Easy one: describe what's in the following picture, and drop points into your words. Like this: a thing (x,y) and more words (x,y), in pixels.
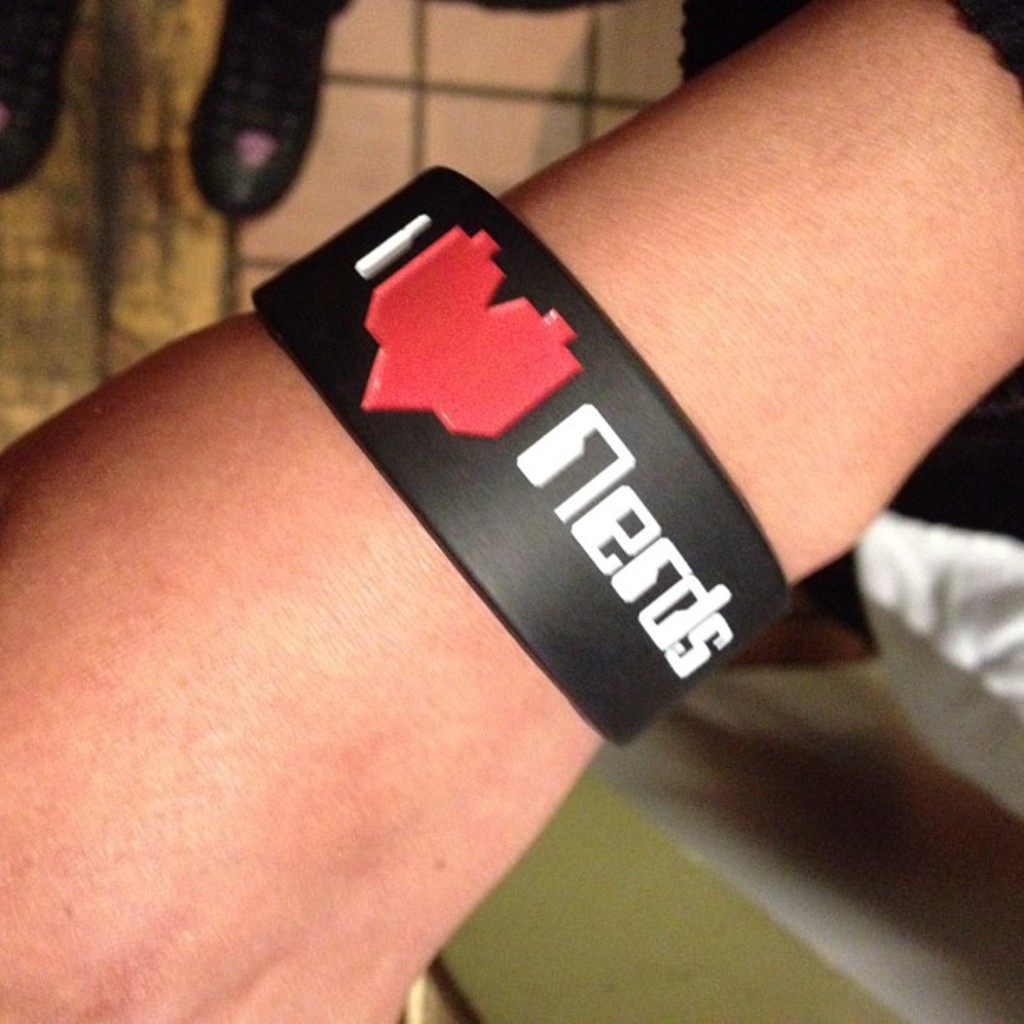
In this image in the foreground (491,432) there is one persons hand (925,122) is visible and the person (412,752) is wearing a band (538,450), and in the background (937,479) there are some objects (988,466) and wall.
